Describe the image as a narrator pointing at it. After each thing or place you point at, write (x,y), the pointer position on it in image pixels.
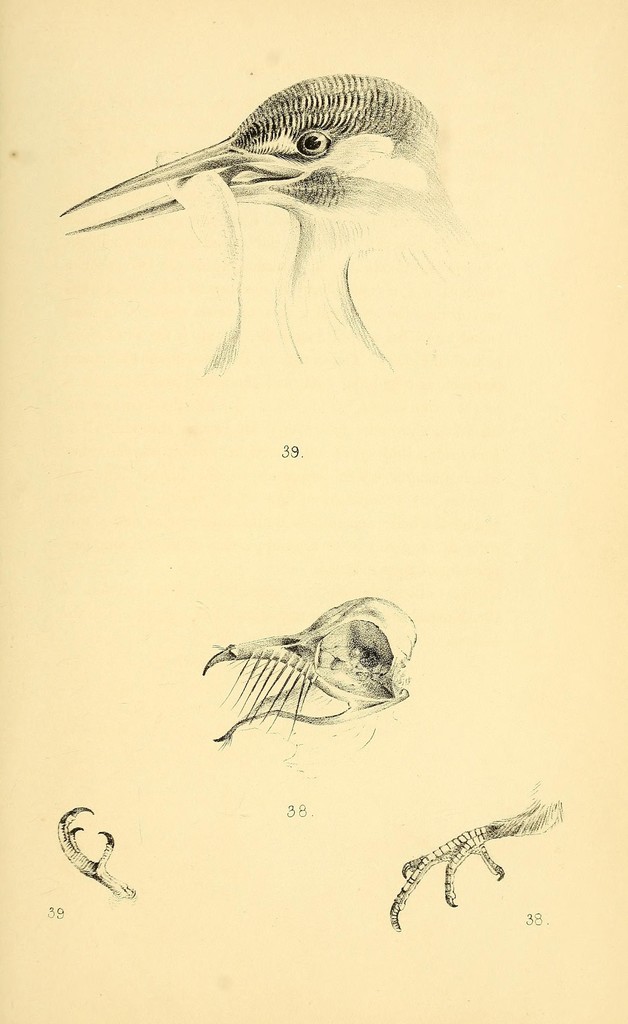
In the image we can see there is poster (338,400) on which there is a bird's head (345,143) and holding fish (224,306) in his beak (213,163). There is a skeleton of the bird's head (364,695) and there are paws of the bird (95,878). The image is in black and white colour.
